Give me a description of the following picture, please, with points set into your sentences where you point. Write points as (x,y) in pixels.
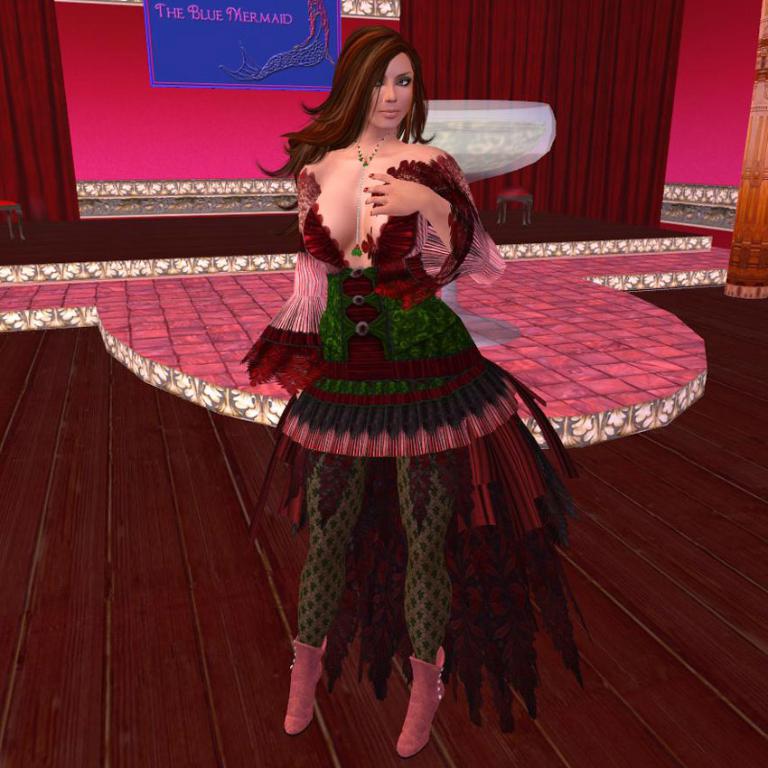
In this image, we can see an avatar of a woman (346,328) standing on the floor (275,638), in the background (447,49) we can see the curtains (568,74).
